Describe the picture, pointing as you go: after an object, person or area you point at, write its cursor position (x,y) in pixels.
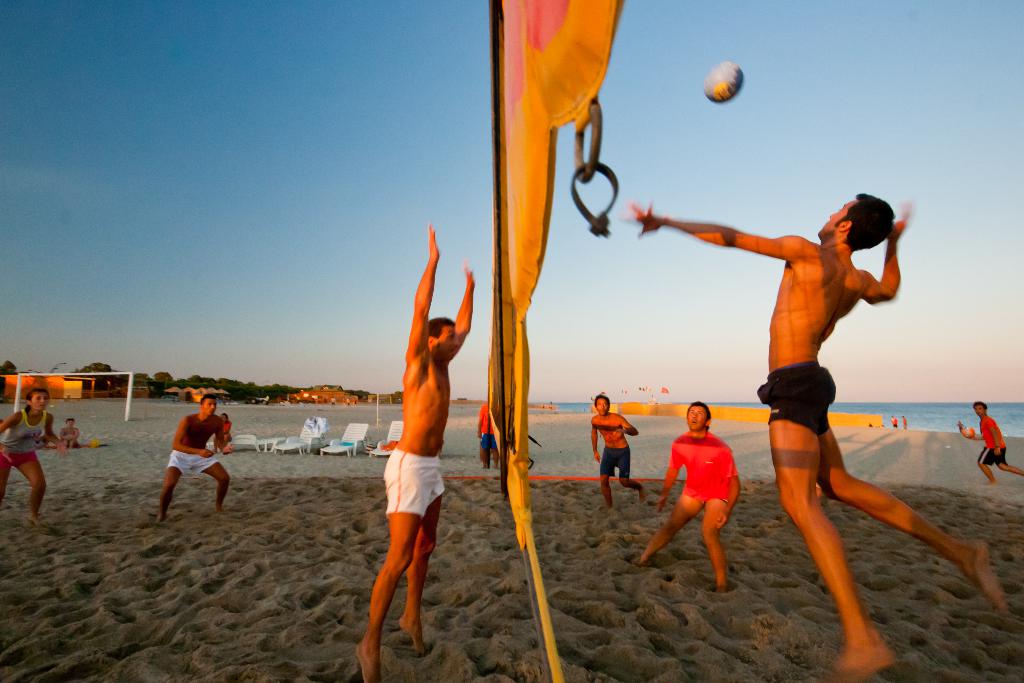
In this picture I can observe some people (424,480) playing volleyball in the beach (296,511). I can observe a net (508,328) in the middle of the picture (512,332). On the left side (301,447) there are some chairs (278,449) in the beach (336,420). On the right side (1001,403) there is an ocean (956,410). In the background (66,361) there are trees (250,382) and a sky (277,142).
